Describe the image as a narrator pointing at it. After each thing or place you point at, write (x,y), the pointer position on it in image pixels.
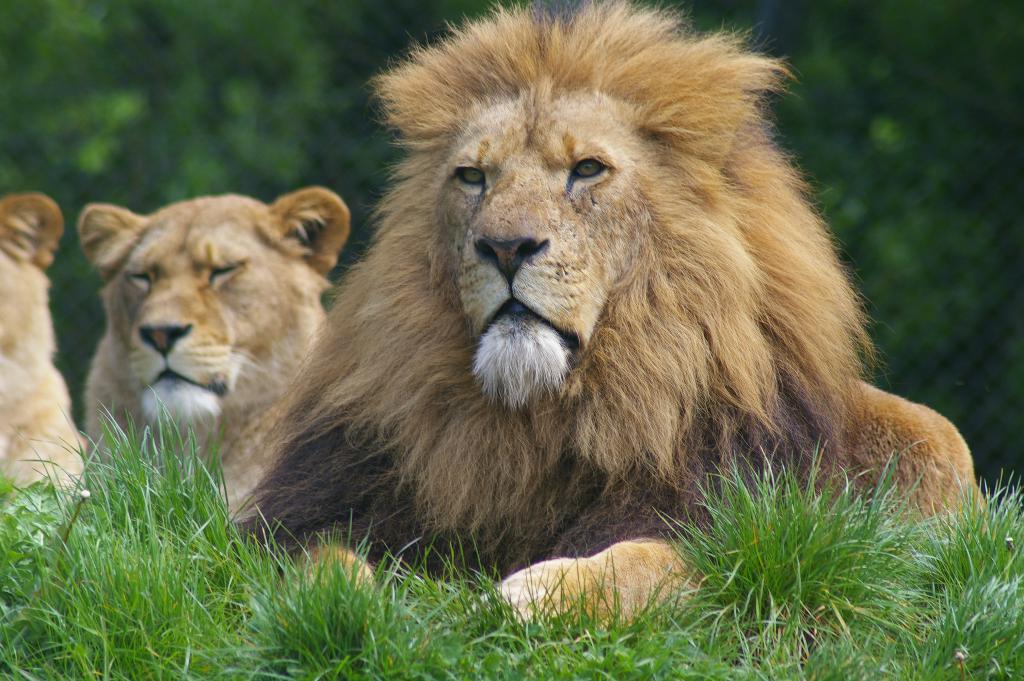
In this picture there is a lion (394,272) in the center of the image (607,297) on the grassland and there are other lions (178,299) and greenery (182,52) in the background area of the image (276,102).
